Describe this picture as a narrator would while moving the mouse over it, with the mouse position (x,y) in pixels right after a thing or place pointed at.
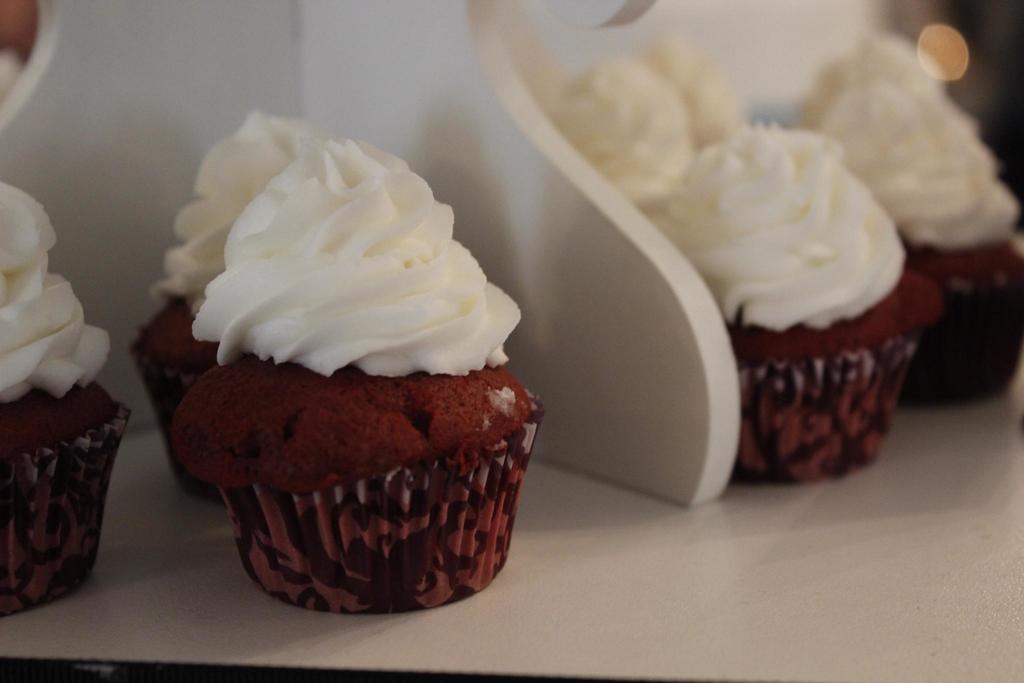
In this picture there are cupcakes (752,324) in the image.
